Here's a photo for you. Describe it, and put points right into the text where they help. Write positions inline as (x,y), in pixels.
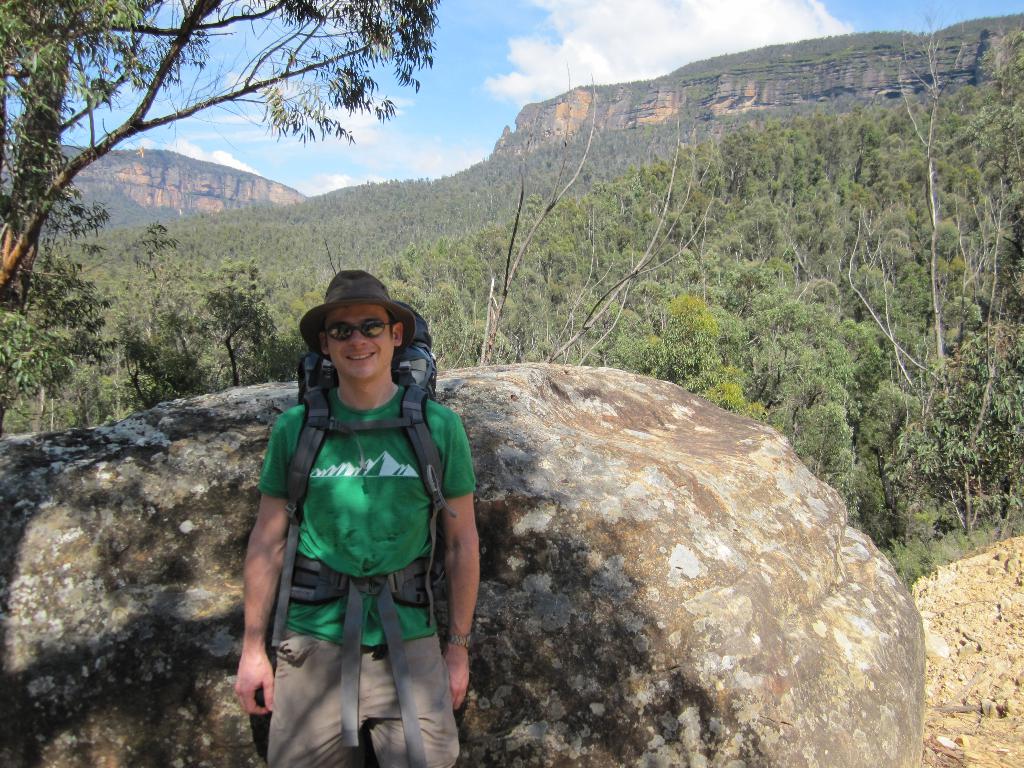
As we can see in the image there are trees (681,322), rock (604,486), a man (399,555) standing over here. He is wearing green color t shirt (365,456), spectacles (347,337) and hat (368,292). On the top (435,108) there is sky (451,88) and clouds (388,168).
